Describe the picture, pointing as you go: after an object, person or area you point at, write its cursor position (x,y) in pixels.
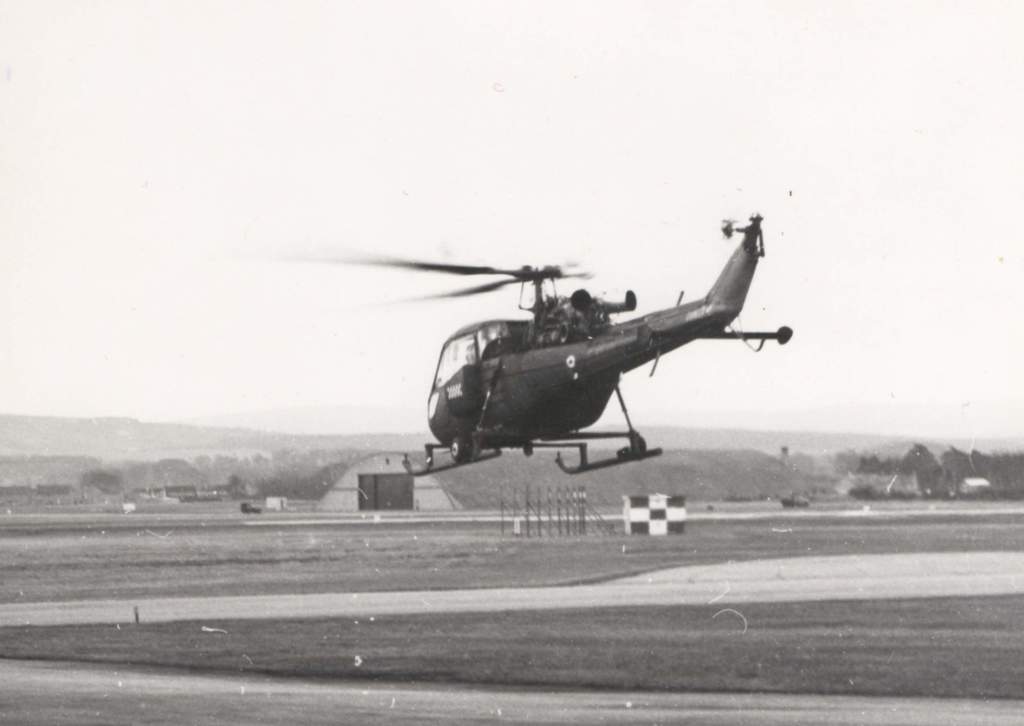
In this image I can see the helicopter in the air (708,208), and there are some iron rods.
